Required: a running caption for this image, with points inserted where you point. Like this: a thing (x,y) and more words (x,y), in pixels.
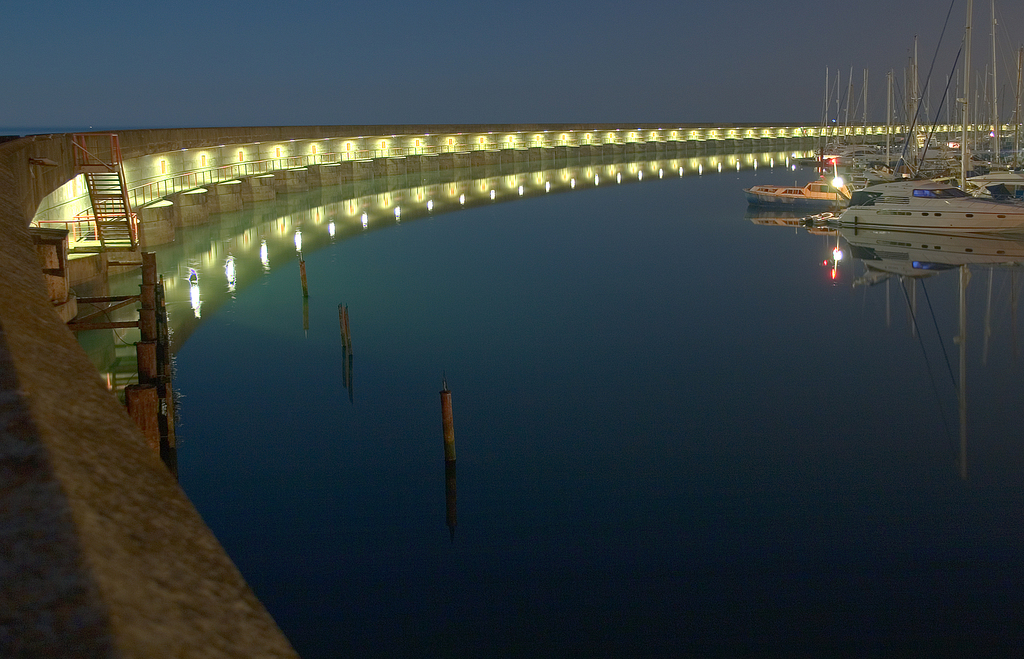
In this picture we can see a few ships (921,205) in water (739,161). There are some poles (129,390) in water (120,361). We can see a few lights (749,136).
